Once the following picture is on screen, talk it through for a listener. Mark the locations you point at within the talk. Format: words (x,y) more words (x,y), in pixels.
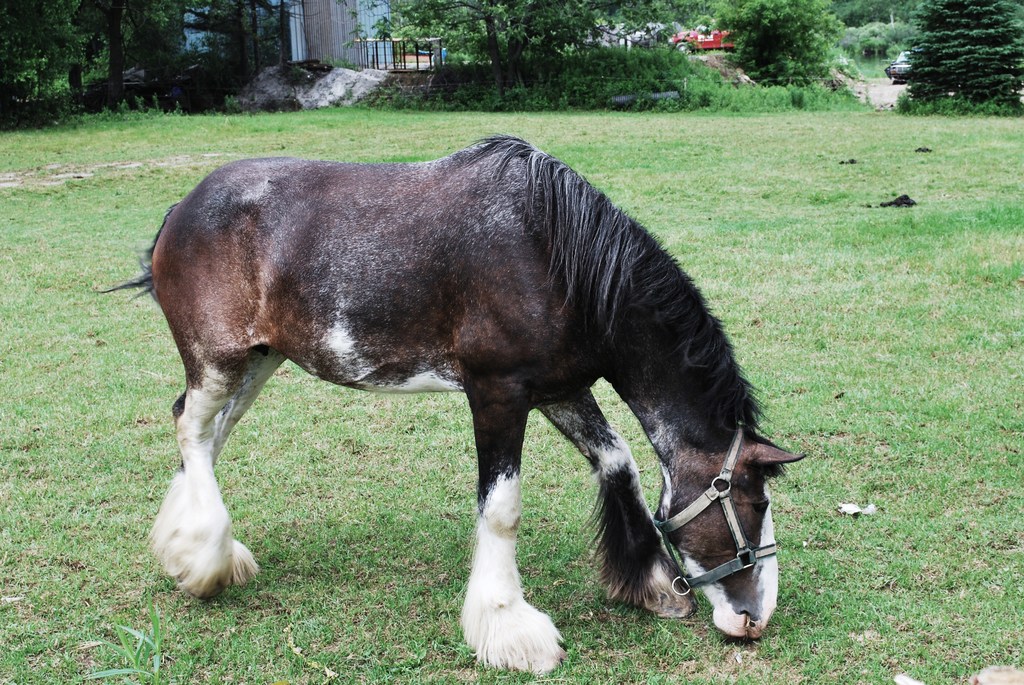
In this picture we can see a horse (548,299) standing, at the bottom (321,537) there is grass (343,547), we can see trees (466,59) in the background (88,32), we can see a vehicle (698,48) here.
